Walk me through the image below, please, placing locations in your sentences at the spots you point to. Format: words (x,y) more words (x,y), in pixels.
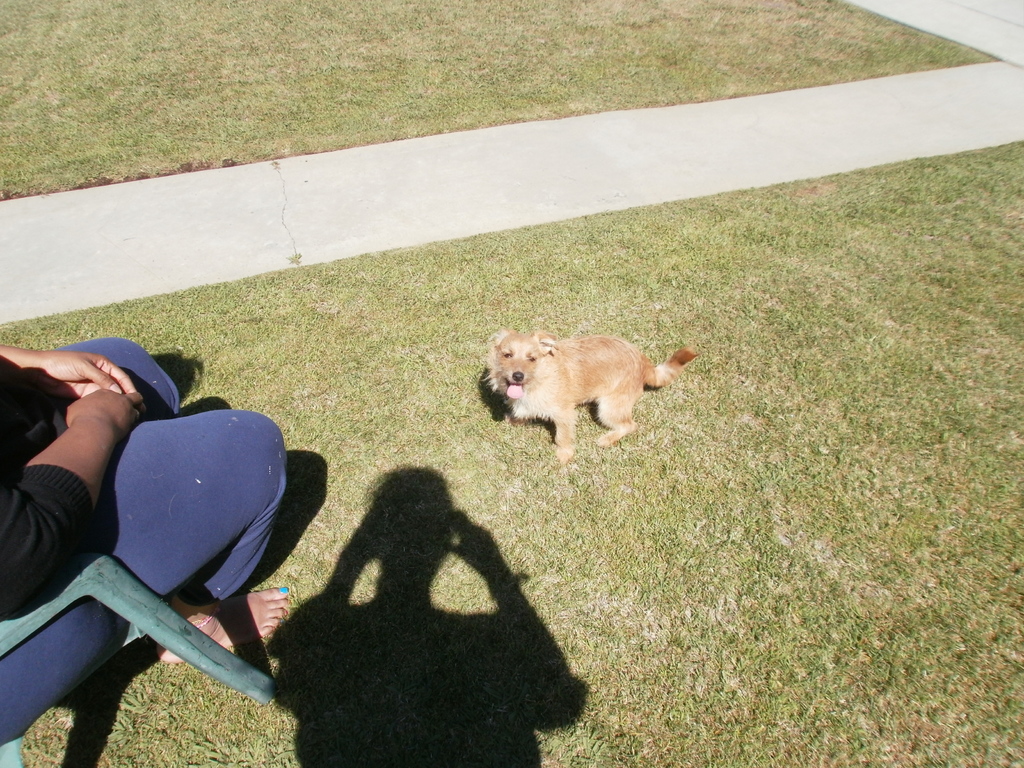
In this image there is a person (113,522) sitting in a chair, in front of the person (144,510) there is a dog (551,379).
